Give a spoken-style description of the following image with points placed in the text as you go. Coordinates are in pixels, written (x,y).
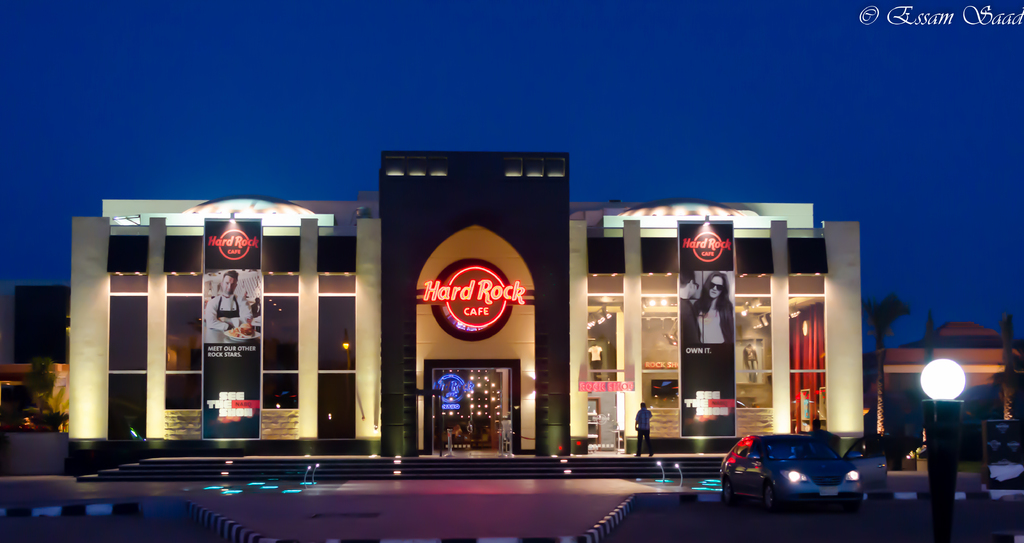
This image is taken in the dark where we can see a car (842,478) parked on the road (732,511), light poles (954,425), a person (637,446) standing here, steps (588,476), boards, building (395,399), trees (881,390) and the blue color sky (639,110) in the background (239,182). Here we can see the watermark (1008,14) at the top right side of the image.
